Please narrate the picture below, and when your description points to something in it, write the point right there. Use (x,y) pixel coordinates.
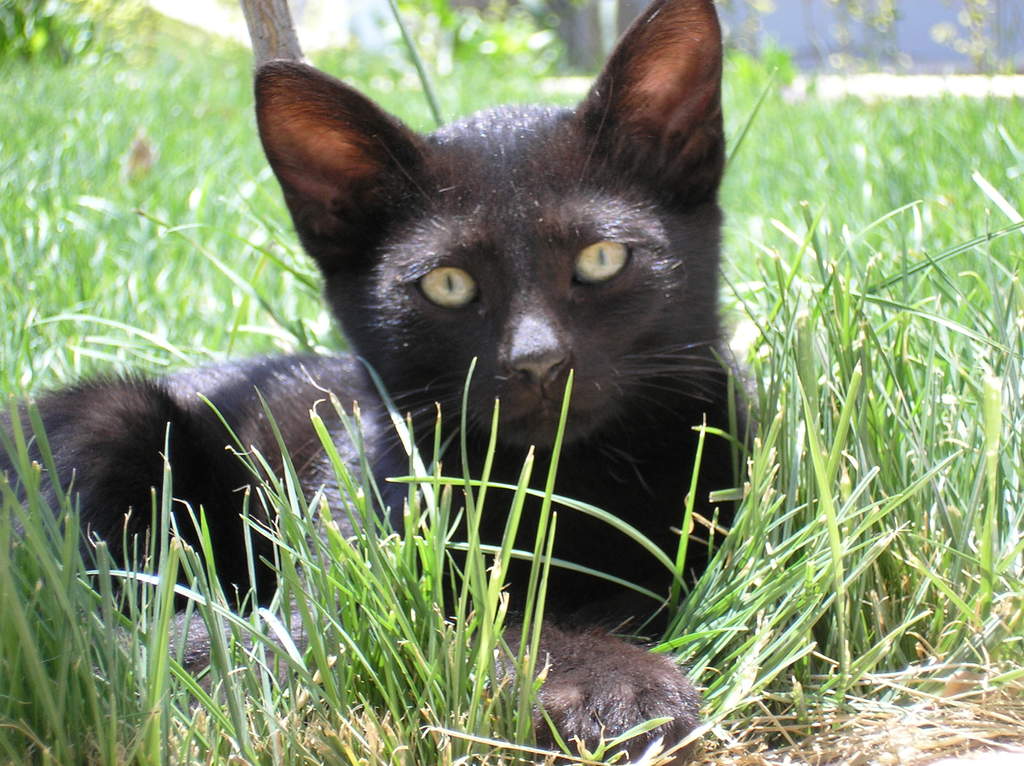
A black cat (514,284) is sitting in the grass (817,378).
